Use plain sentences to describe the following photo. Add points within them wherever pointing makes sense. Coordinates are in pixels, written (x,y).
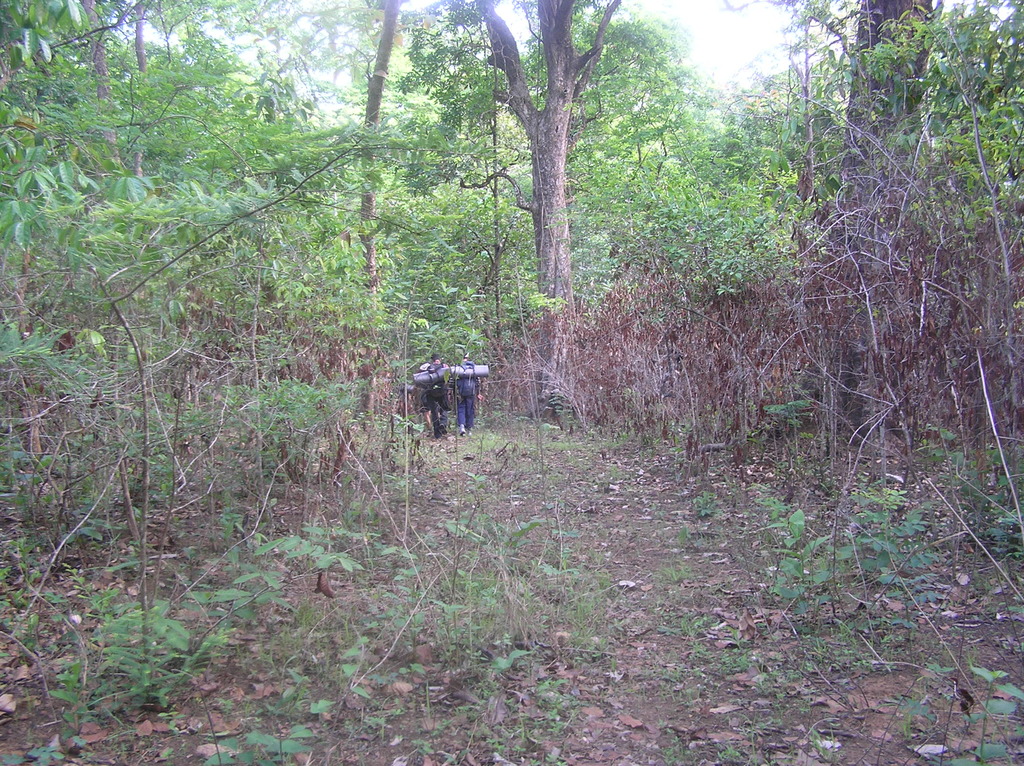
In this picture there are two people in the center of the image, they are wearing bags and there is greenery (632,194) around the area of the image, it seems to be the place of woods (22,481).
